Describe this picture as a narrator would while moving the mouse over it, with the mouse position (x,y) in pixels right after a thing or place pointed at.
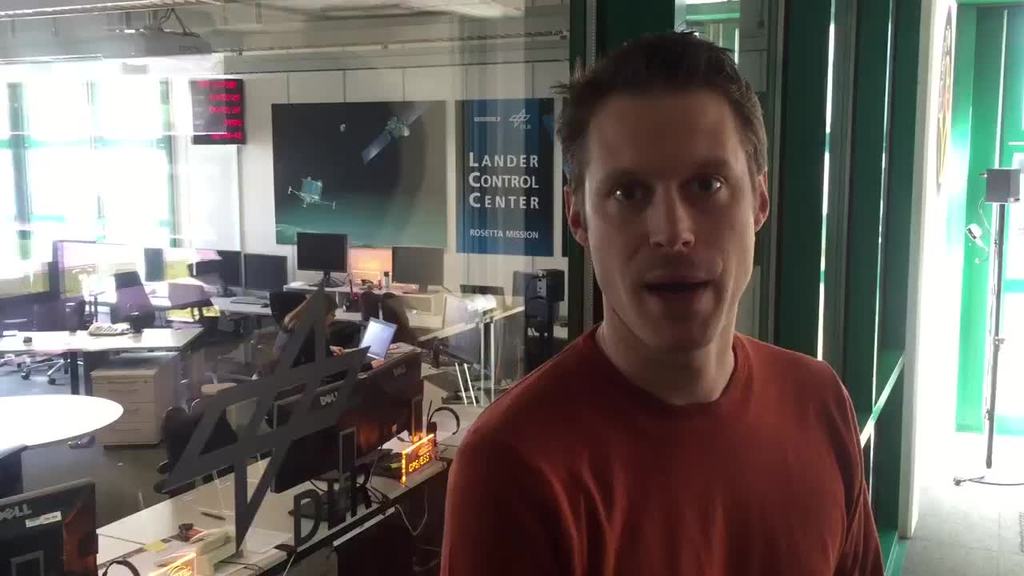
In this picture there is a man (660,444) who is wearing t-shirt (614,479). He is standing near the door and glass partition (390,361). On the left (84,415) I can see many tables (232,313). On the table (434,401) I can see the laptops (375,350), computer screens (344,397), keyboards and mouse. In the background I can see some drawer cabinets (143,405) which are kept on the floor (200,396) and posters (505,156) on the wall (475,277).
